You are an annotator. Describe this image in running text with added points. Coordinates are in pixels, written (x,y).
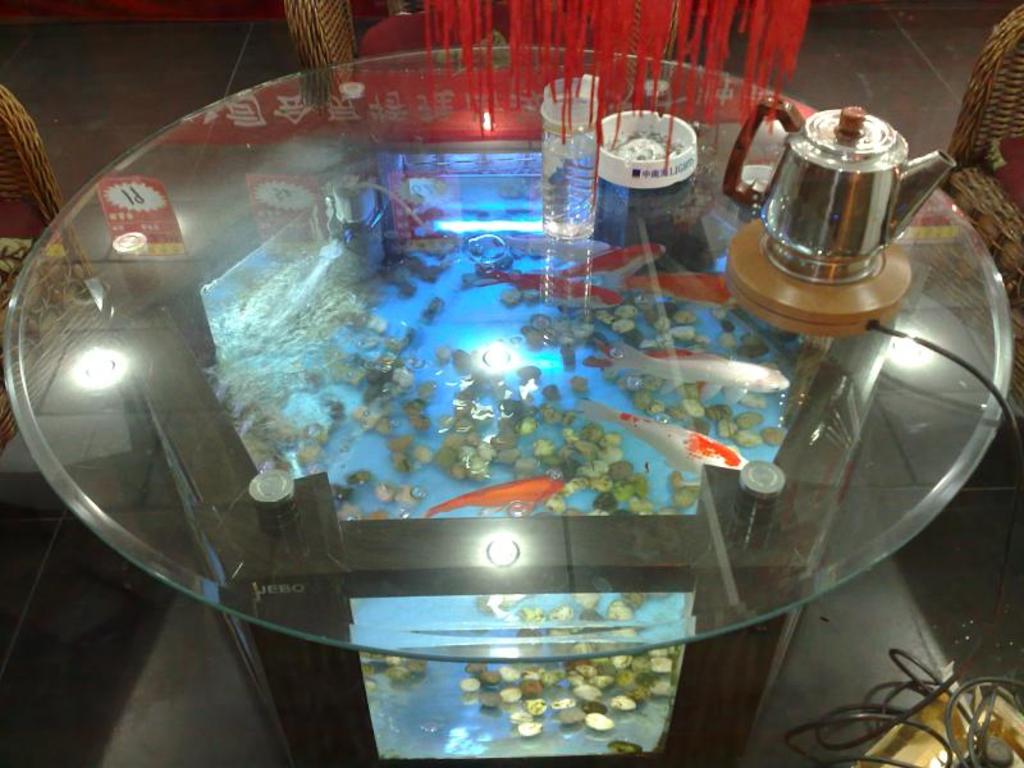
In the center (460,392) we can see the table (553,383) on table (523,213) we can see some objects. Around the table (491,328) we can see few chairs (6,107). on the right side (940,678) we can see the wire (911,674).
